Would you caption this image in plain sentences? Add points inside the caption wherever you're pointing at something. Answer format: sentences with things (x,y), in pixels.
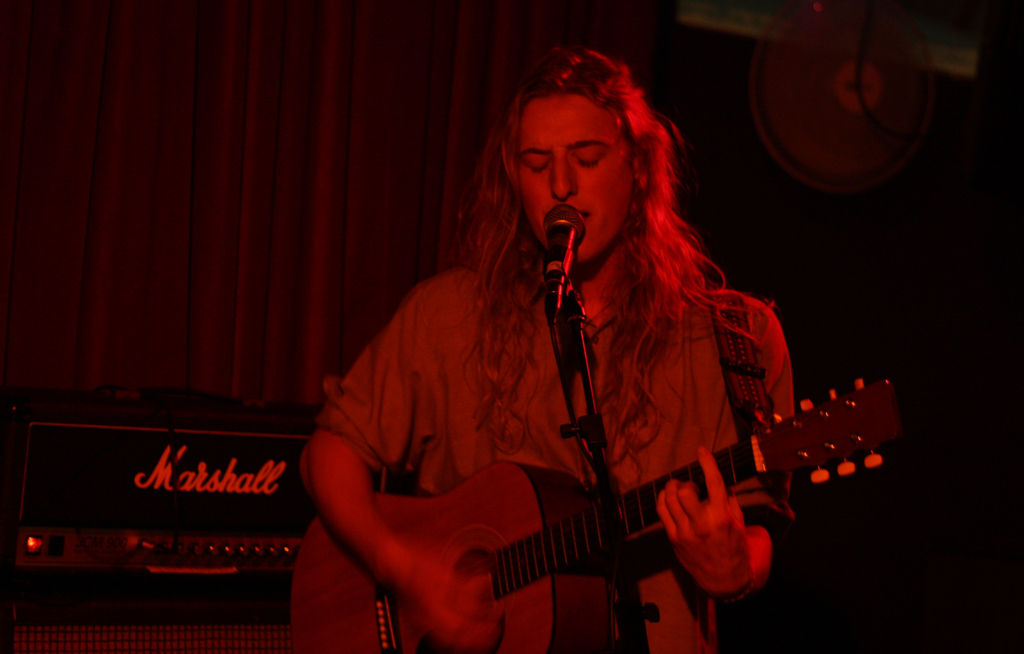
In this image, there is a person (406,307) standing and singing a song in front of mike (555,219) and playing a guitar (512,578). In the left bottom of the image (230,640), there is a sound box (55,392) kept on the table (129,596). In the background (223,351) there is a curtain (552,48) which is red in color. This image is taken in a hall (863,353).
